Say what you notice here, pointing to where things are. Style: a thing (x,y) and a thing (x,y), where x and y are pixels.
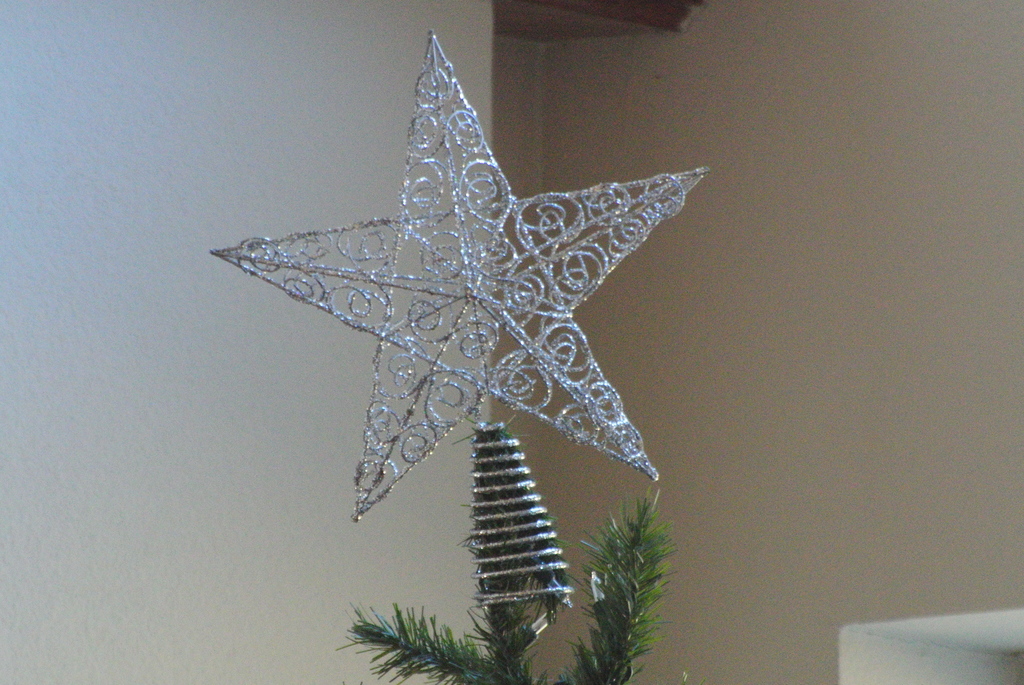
this picture is taken inside the room (571,663). In this image, in the middle (533,331), we can see a plant (543,580), on the plant (476,586), we can see a star (553,366). In the right corner (973,638), we can see an object (985,635) which is in white color. In the background (299,71), we can see a wall (228,185).
